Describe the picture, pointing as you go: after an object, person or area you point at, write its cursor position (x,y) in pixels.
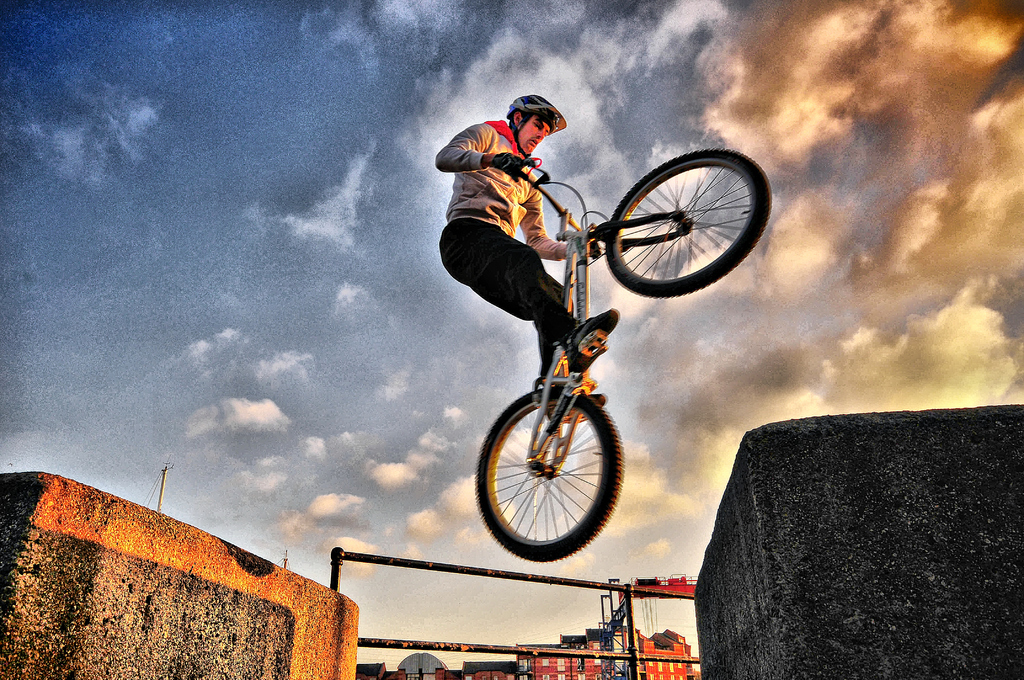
In this image there is a person (558,317) standing on the bicycle (620,222), which is in the air. On the left (93,625) and right side of the image (826,585) there are pillars (842,548), in the middle of them there is a railing (529,581). In the background (681,653) there are buildings (666,644) and the sky (283,372).
